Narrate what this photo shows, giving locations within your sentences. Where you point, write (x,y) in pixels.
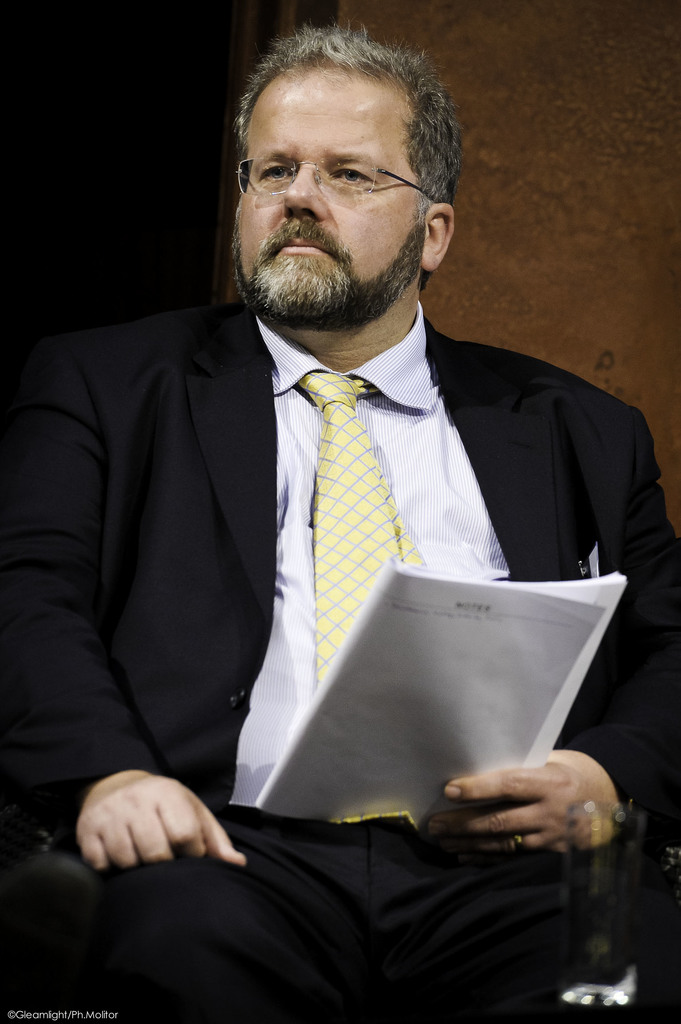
In this picture we can see a man (360,972) wearing a blazer (190,515), tie (332,482), spectacle (335,187) and holding a paper (515,711) with his hand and in the background (531,183) we can see wall (530,161).
